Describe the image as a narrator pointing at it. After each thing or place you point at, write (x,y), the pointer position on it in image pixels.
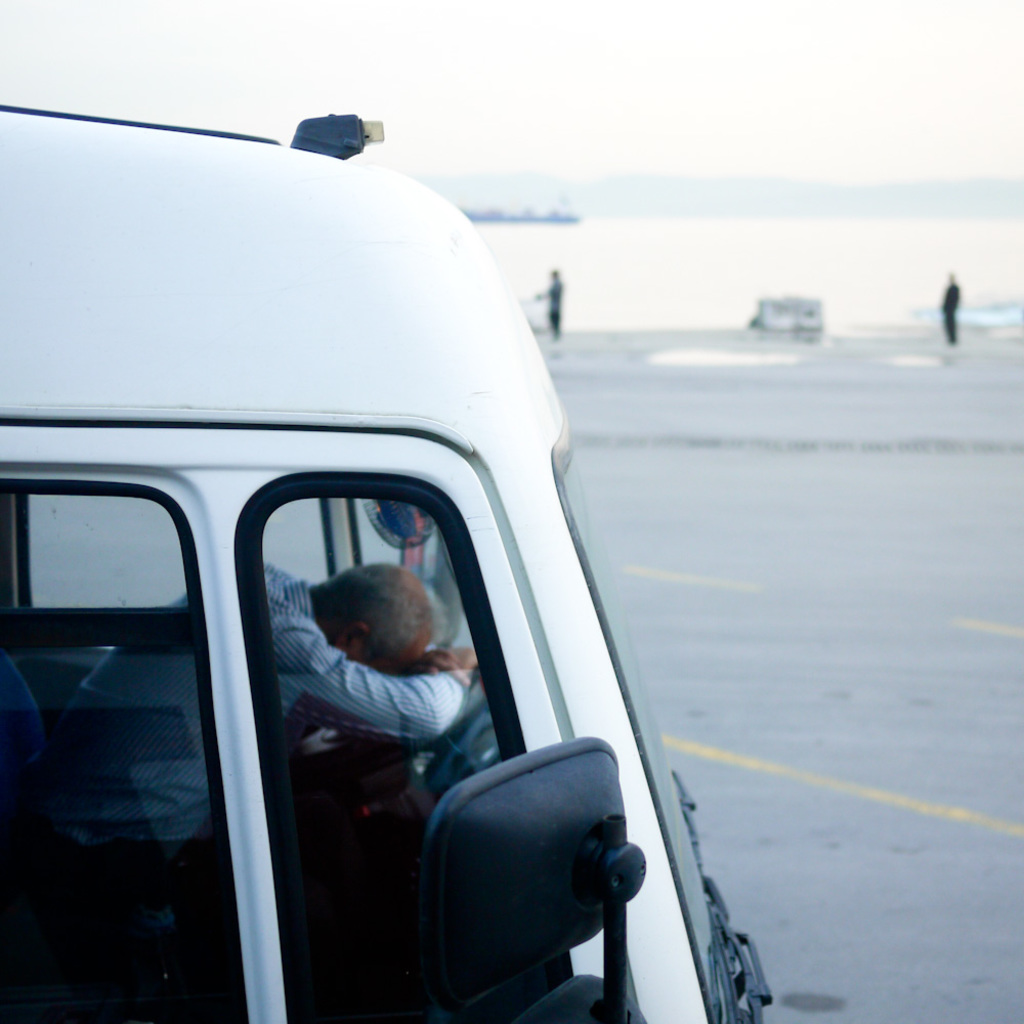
In the image in the center (585,511) we can see one vehicle (92,326). In the vehicle (393,560), we can see one person (358,621) sleeping. In the background (934,253) we can see hill (982,200), boat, water (934,253), two persons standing and few other objects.
